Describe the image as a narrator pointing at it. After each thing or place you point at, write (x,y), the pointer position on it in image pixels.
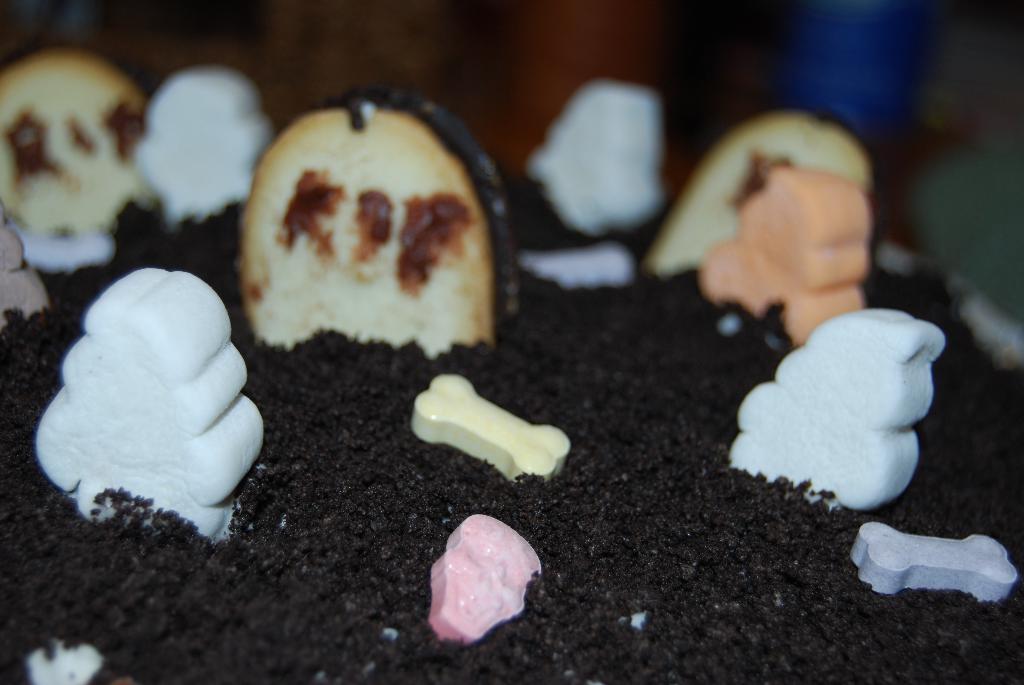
In the image we can see a cake (658,516) and the background (856,18) is blurred.
